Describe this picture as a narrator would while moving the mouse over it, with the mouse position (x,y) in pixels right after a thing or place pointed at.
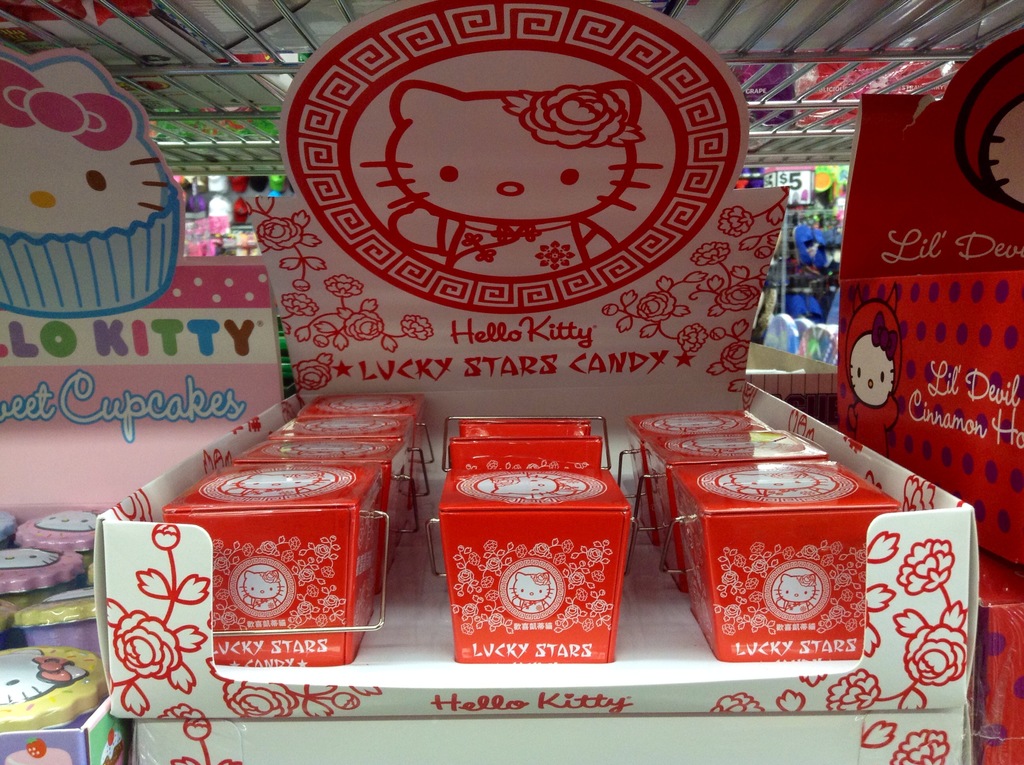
There are boxes (431,269) with some designs (745,342) and something written on that. Inside boxes (165,532) there are other boxes (474,465) with some designs (294,473) and something written.
